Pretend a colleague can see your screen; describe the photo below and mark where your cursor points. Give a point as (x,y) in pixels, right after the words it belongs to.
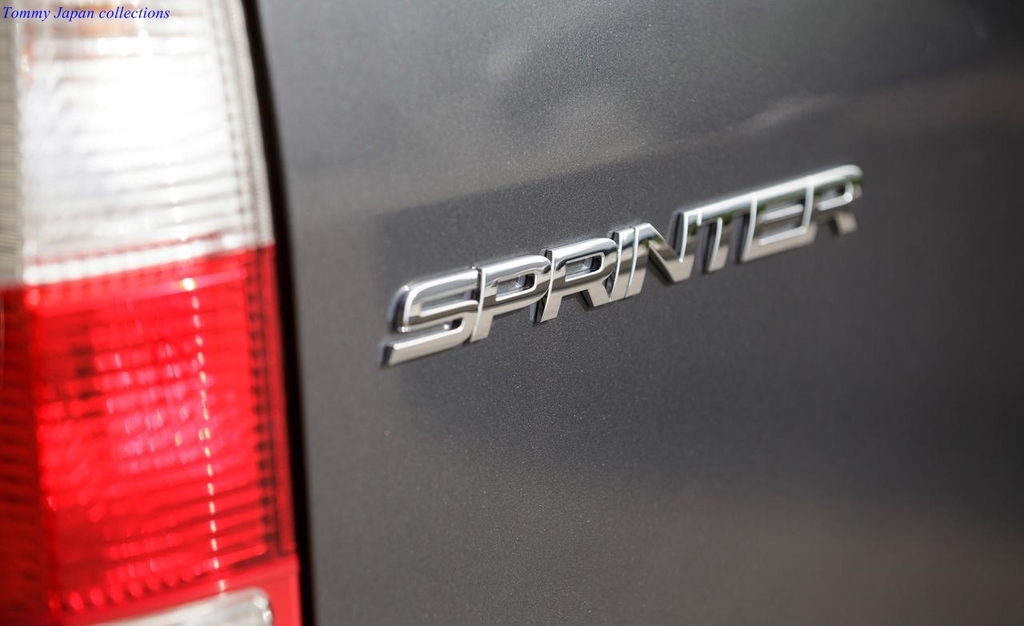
In the picture we can see a backside part (613,603) of the car (787,603) which is gray in color and name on it as a sprinter and beside it we can see a stoplight (70,418).
